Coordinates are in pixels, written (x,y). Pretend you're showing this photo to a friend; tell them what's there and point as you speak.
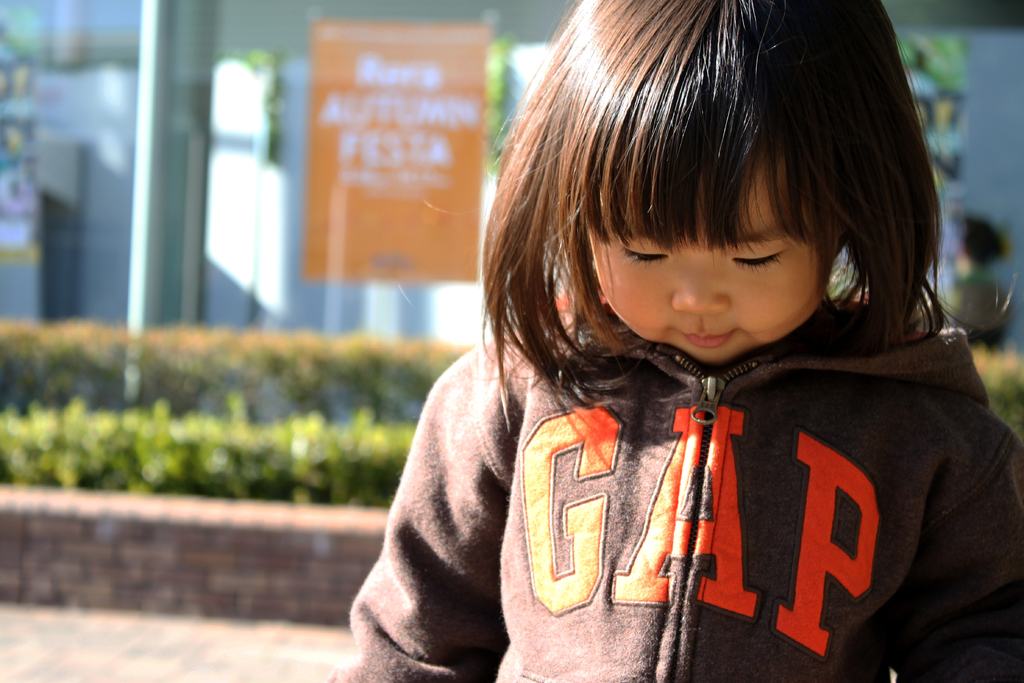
In this image in the front (658,437) there is a girl (691,510). In the background (326,389) there are plants (237,353), there are boards (328,160) with some text (349,140) written on it and there is a person (973,271).
